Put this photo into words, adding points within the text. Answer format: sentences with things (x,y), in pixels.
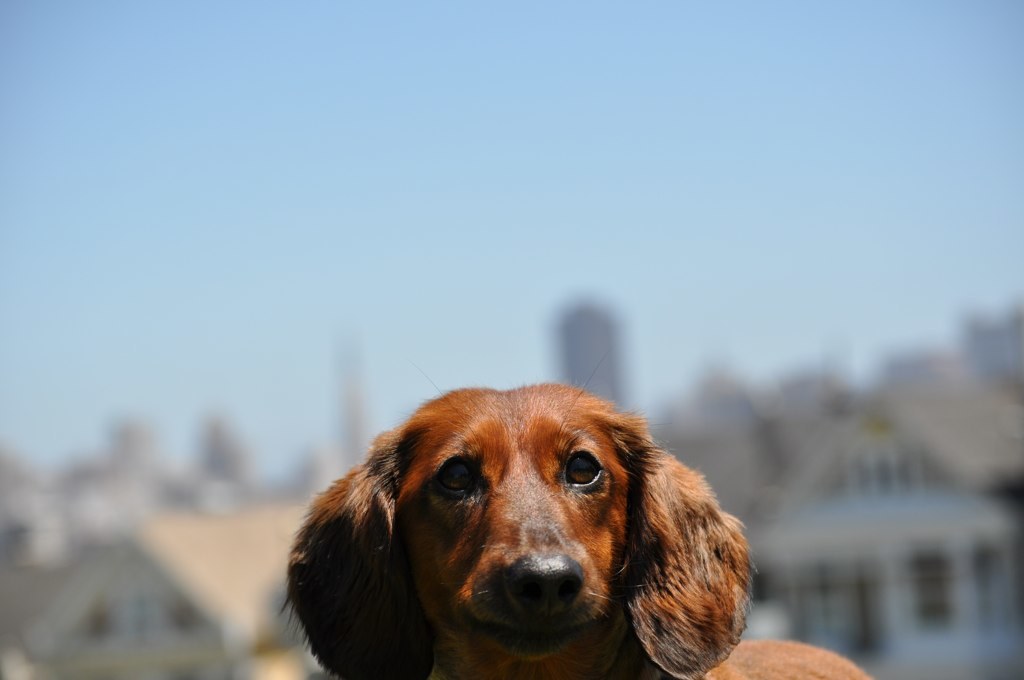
This image consists of a dog (660,509) in brown color. In the background (721,385), there are buildings (963,381). And the background (949,477) is blurred.
